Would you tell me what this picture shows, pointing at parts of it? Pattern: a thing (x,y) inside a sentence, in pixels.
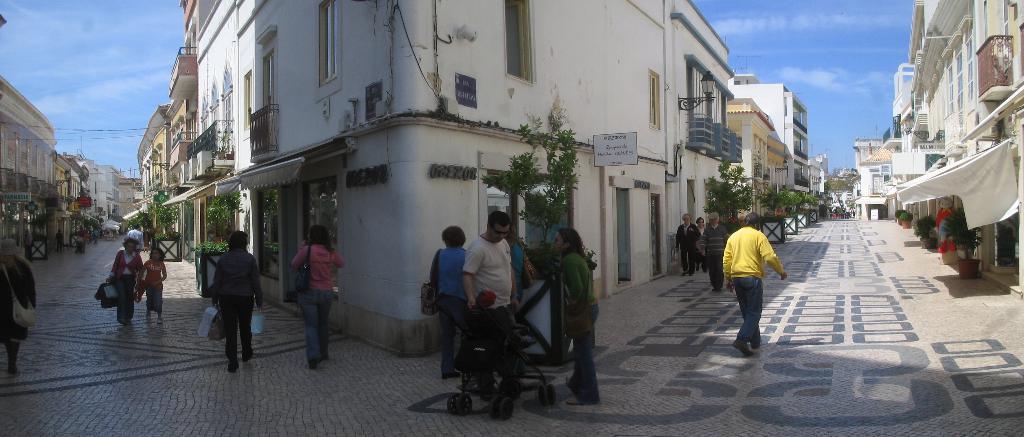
In this image in the middle (497,264) there are people (473,277), some are walking, some are standing and there are buildings (857,183), tents (947,167), windows (308,198), plants (224,239), posters (606,151). On the right (755,291) there is a man (748,275), he is walking and there is a floor (862,320). In the background (25,85) there are sky (80,133) and clouds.
